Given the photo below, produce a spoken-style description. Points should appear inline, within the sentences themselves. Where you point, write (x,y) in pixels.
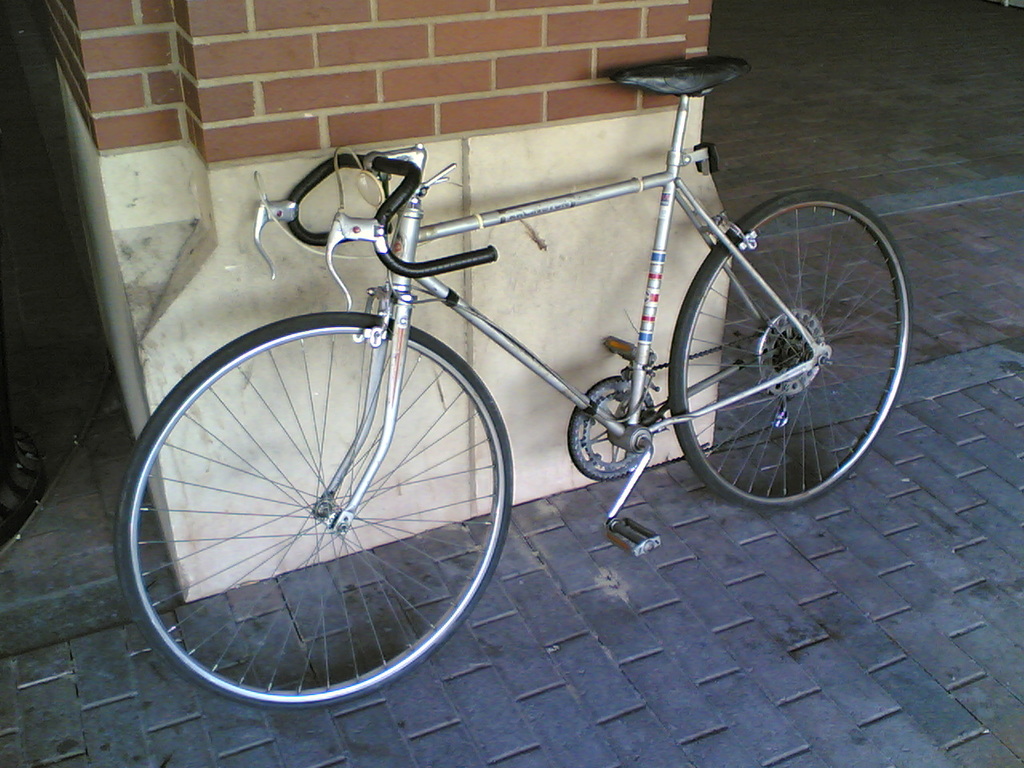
In this image we can see a bicycle (670,422) placed on the ground (726,684). In the background (125,75), we can see a wall (502,71).
